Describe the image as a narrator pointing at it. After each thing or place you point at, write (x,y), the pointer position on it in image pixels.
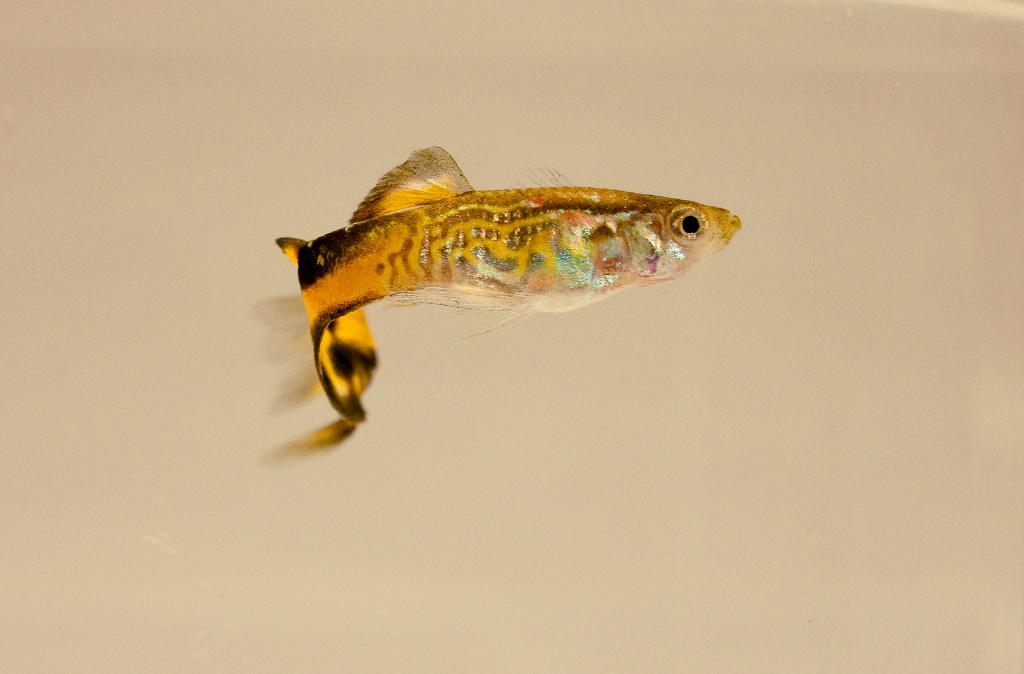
In this image I can see the fish (369,285) which is in yellow, black, gold, cream and blue color. It is on the cream color surface (462,473).
